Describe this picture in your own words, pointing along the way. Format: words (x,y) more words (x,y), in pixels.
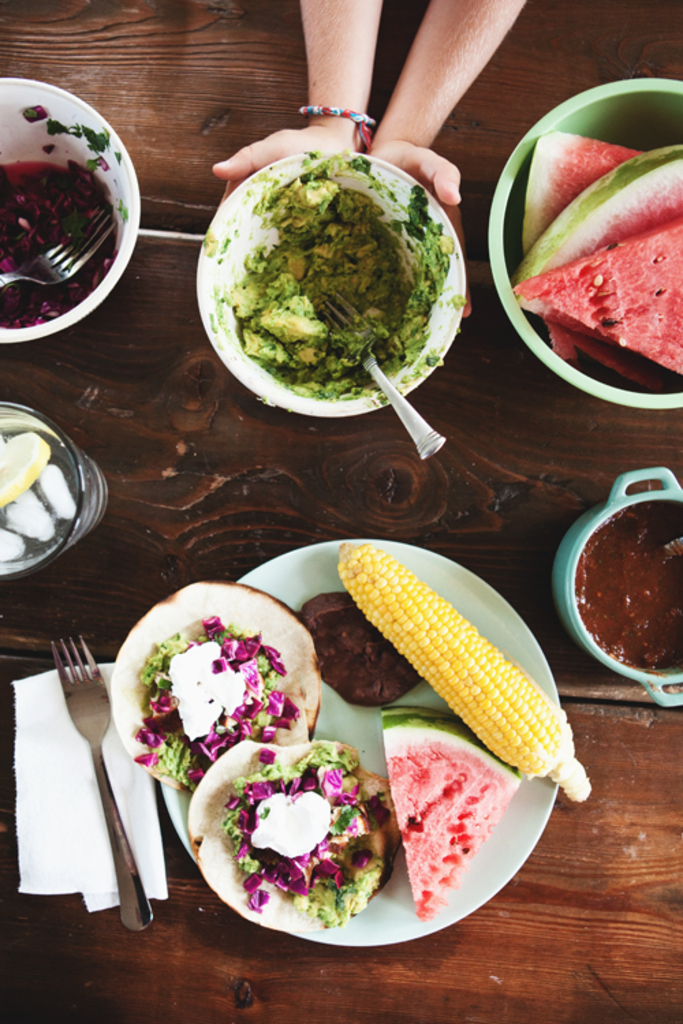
In this picture we can see bowls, plate (446,563), forks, food items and these all are on the platform (468,452) and in the background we can see a person's hands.
